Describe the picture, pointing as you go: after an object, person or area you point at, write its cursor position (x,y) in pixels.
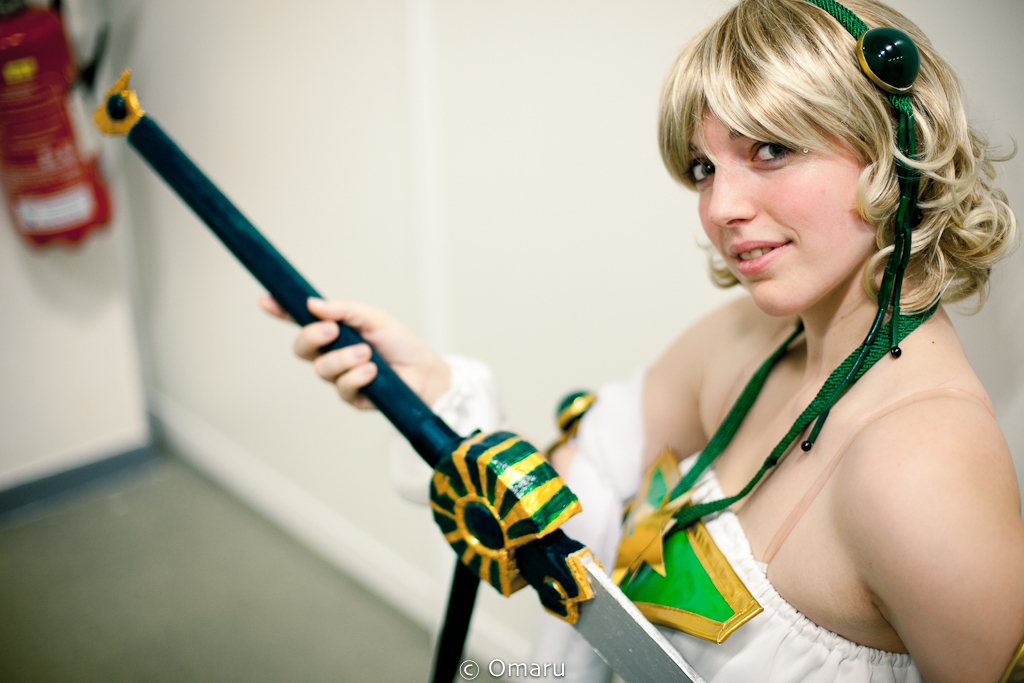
In this image I can see a person (737,596) wearing white color dress (756,587) and holding something. Back I can see a white wall (437,88) and red color object (46,67).
